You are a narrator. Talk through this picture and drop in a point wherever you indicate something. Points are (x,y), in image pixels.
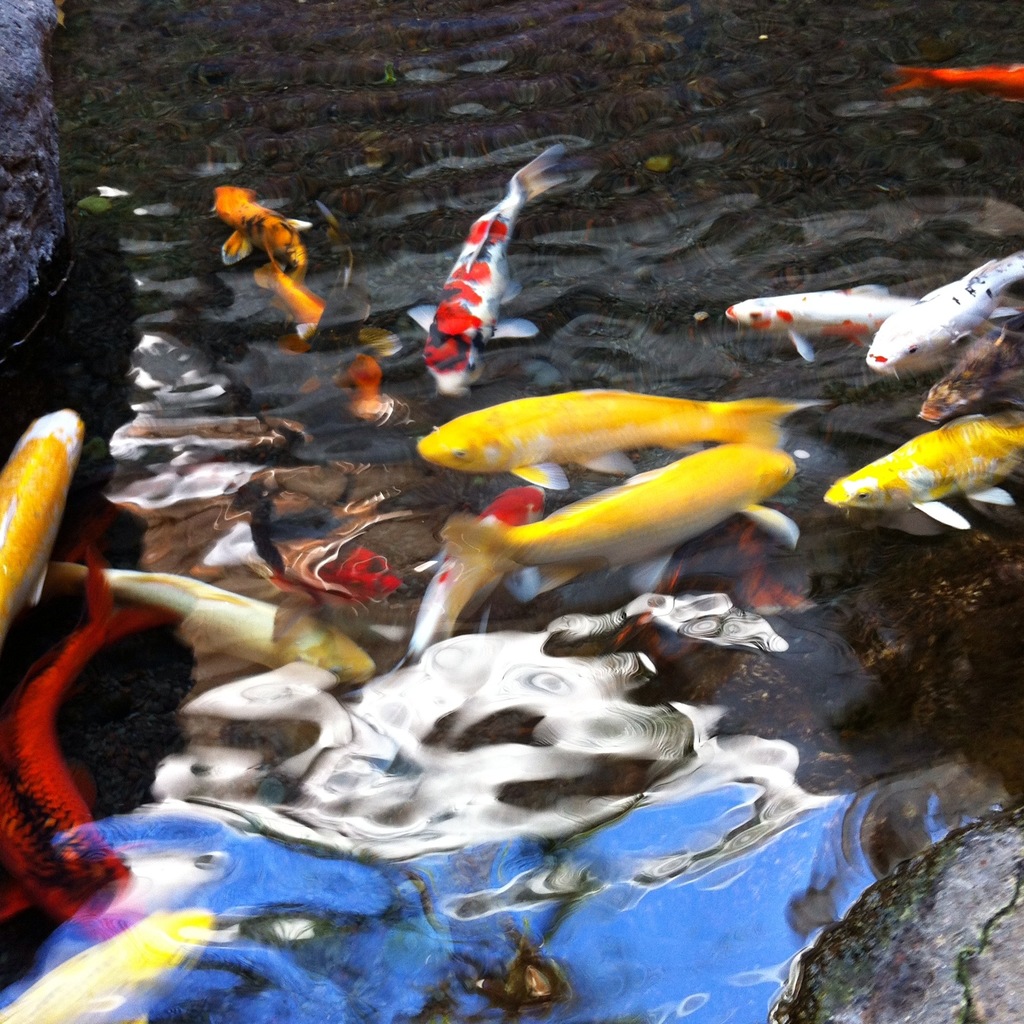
In the center of the image (422,541) there is a pond (533,775) and we can see fishes (520,487).
